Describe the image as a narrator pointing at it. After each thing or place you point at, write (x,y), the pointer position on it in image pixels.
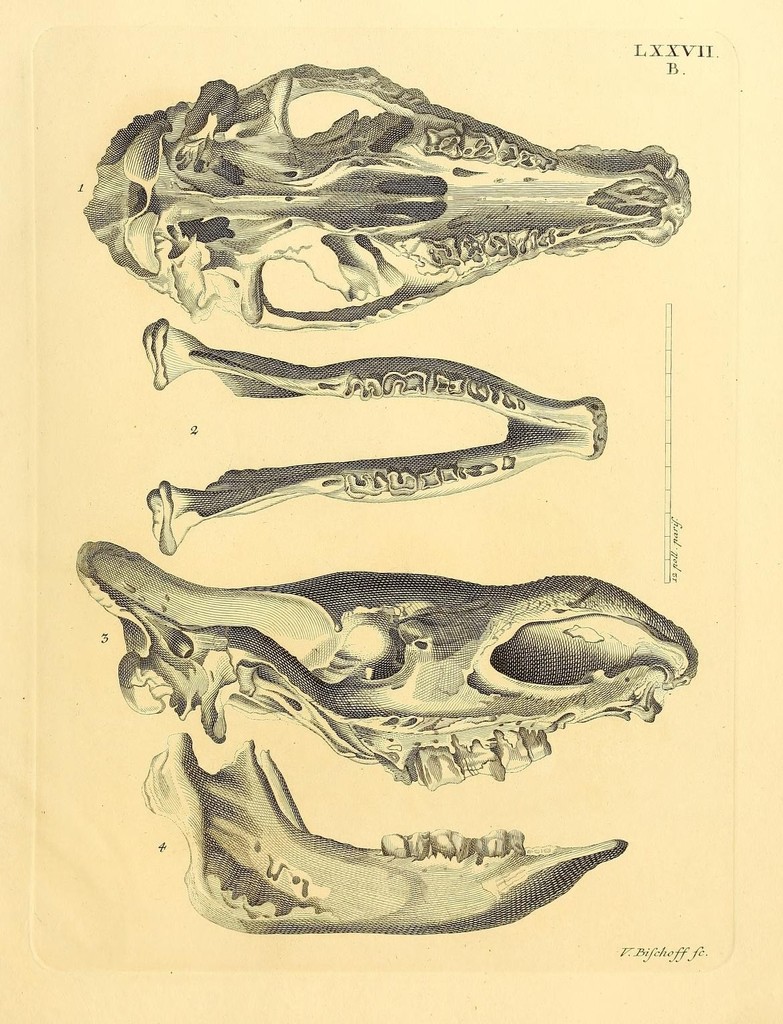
This image is a drawing. In this image we can see a skulls (397,177).
